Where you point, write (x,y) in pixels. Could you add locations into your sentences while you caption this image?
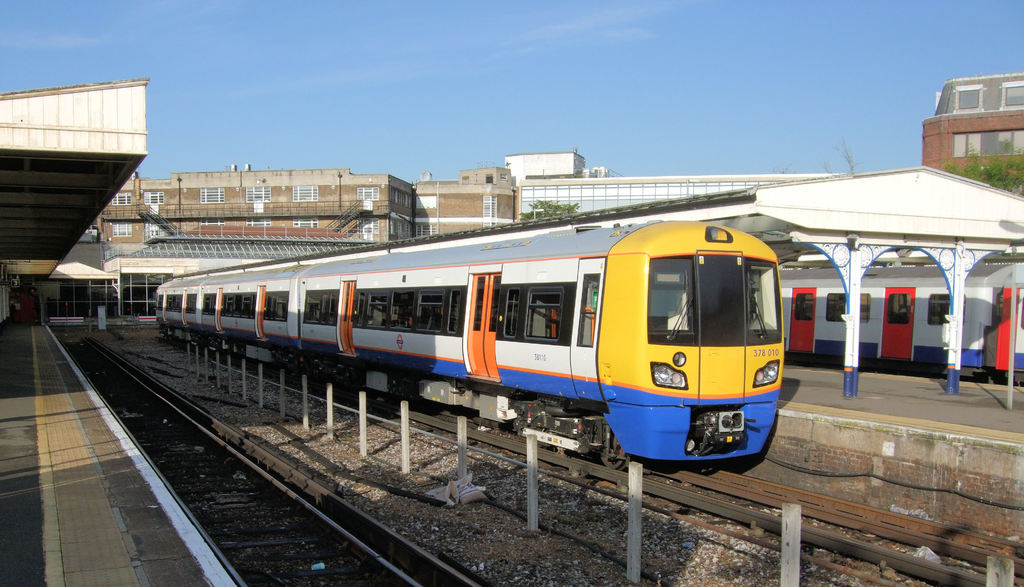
In the center of the image (501,390) there is a train (524,392) on the track (585,466). In the background (652,215) there are buildings (492,188), trees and sky (663,35). At the bottom (418,561) there is a railway track (403,551).
